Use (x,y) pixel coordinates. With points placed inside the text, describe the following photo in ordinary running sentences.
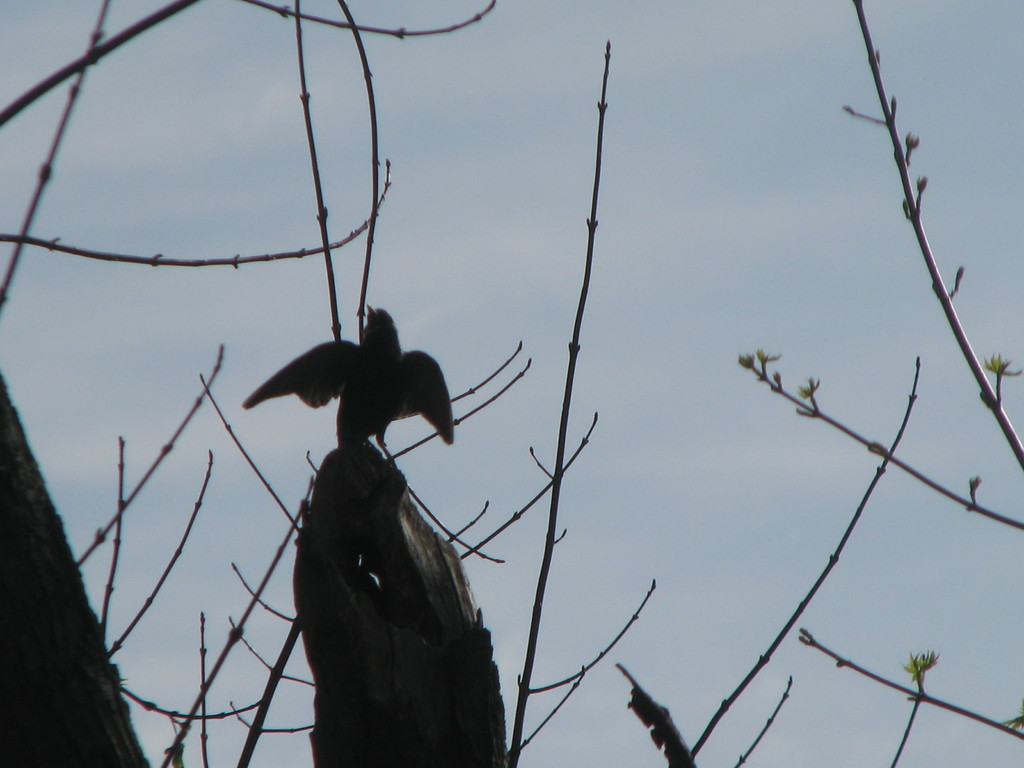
This image is taken outdoors. In the background (482,166) there is a sky (661,406) with clouds (457,197). There are a few dry plants (120,540). In the middle of the image (356,352) there is a bird (360,405) on the bark (401,597).
